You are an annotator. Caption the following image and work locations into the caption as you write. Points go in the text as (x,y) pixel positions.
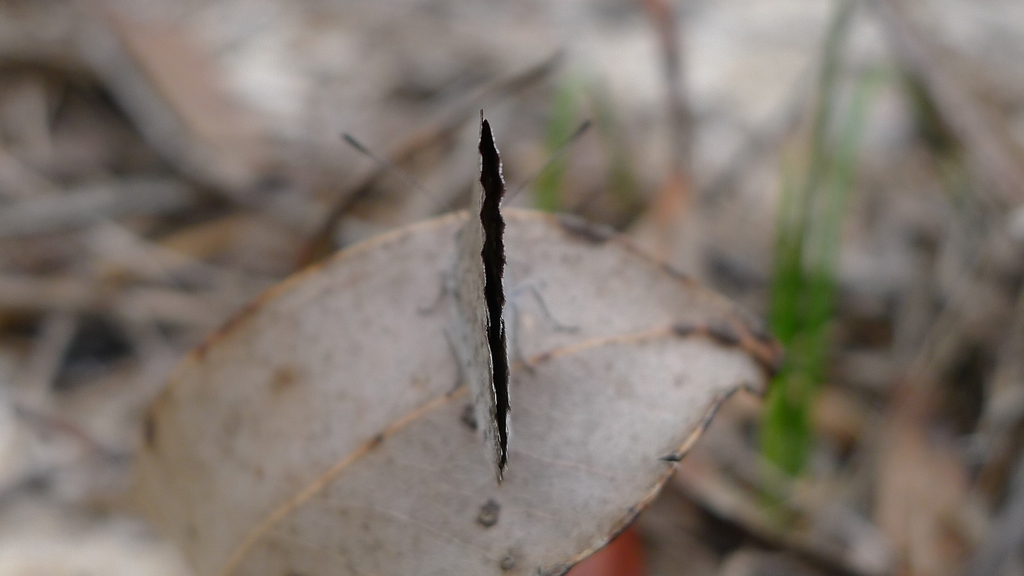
In the image we can see there is a butterfly (482,289) sitting on the dry leaf (369,368) and background of the image (18,133) is blurred.
